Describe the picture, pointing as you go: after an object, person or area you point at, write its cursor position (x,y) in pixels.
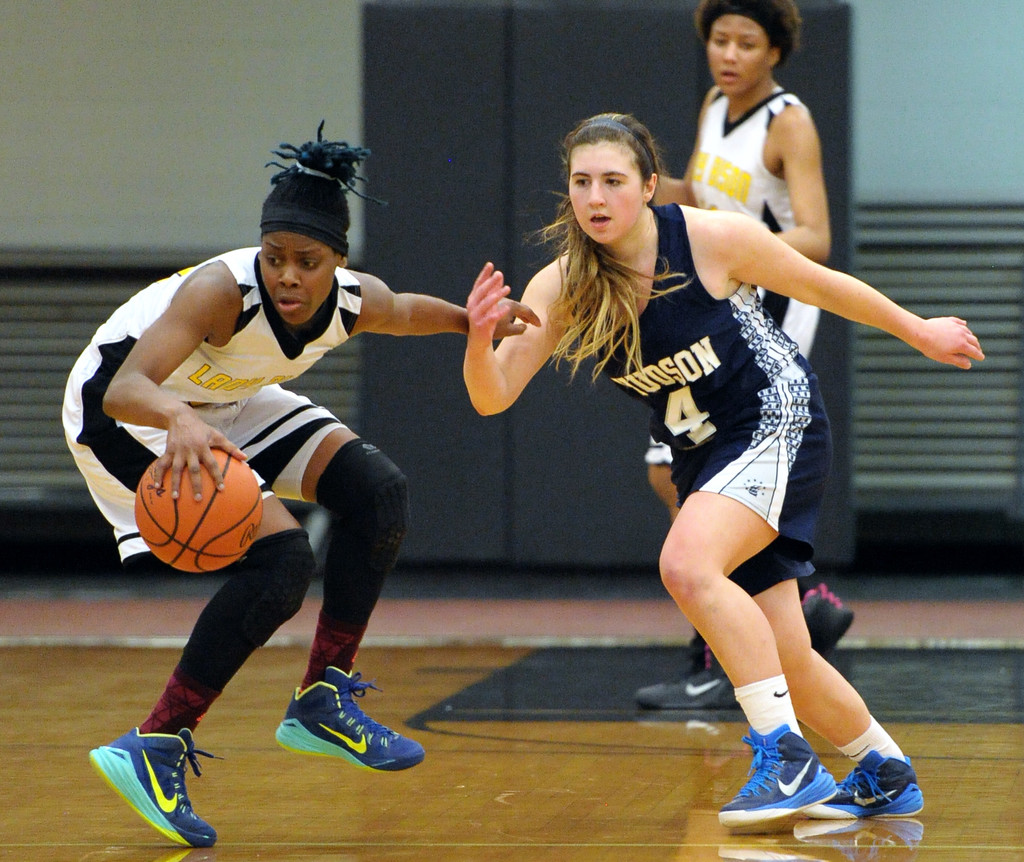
In the image I can see women (639,368) among them the woman (287,409) on the left side (275,413) is holding a ball (233,521) in the hand (224,438). In the background (162,166) I can see a wall (168,178) and some other objects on the floor (495,749). These people (379,479) are wearing shoes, tank tops (683,412) and shorts (728,467).
